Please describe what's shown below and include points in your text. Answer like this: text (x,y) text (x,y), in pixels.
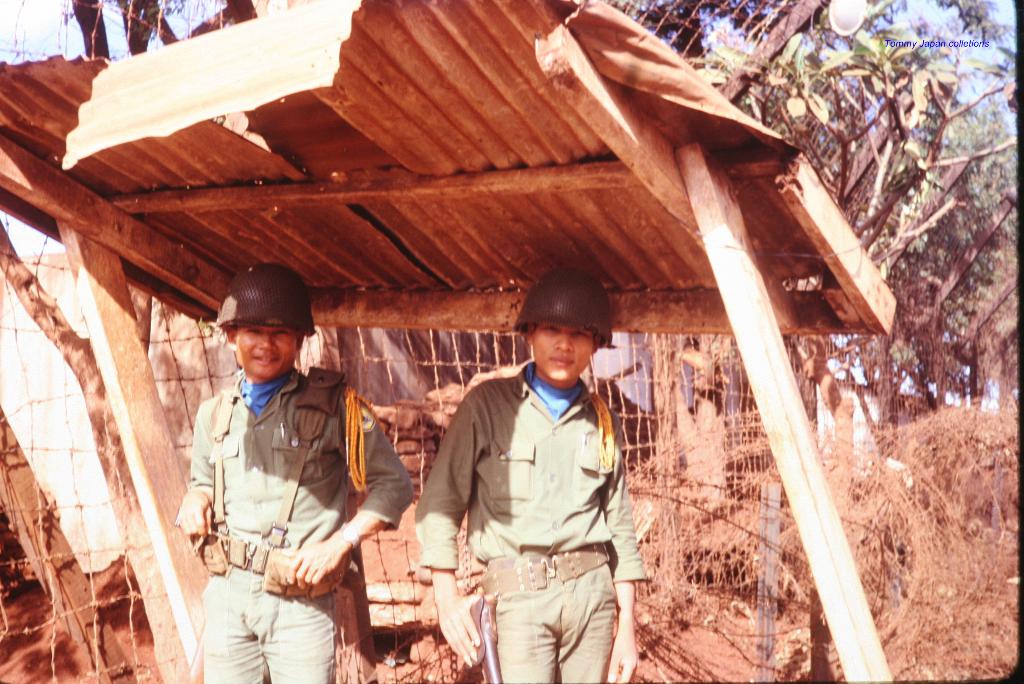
In this picture, there are two men (536,512) standing under the shed (399,240). Both of them are wearing uniforms (443,459) and helmets (256,314). Behind them, there is a net (648,506). In the background (897,267), there are trees (891,220) and plants (952,498).
